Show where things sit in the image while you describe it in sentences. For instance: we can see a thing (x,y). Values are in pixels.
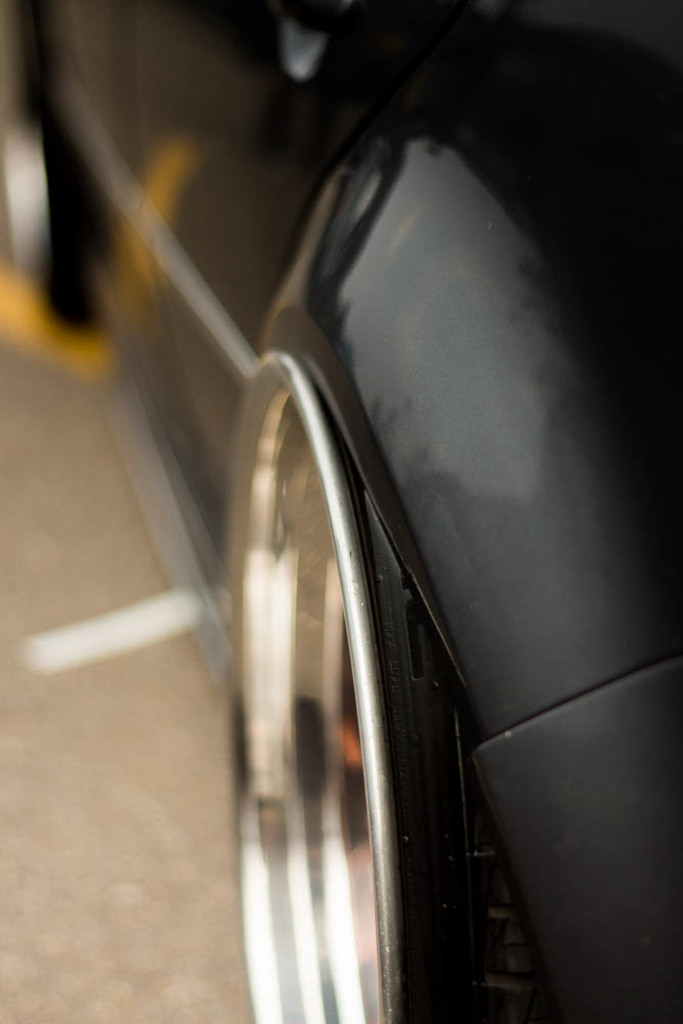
In this picture, we see a black car (308,528) is parked on the road (98,907). On the left side of the picture (148,461), it is blurred.
